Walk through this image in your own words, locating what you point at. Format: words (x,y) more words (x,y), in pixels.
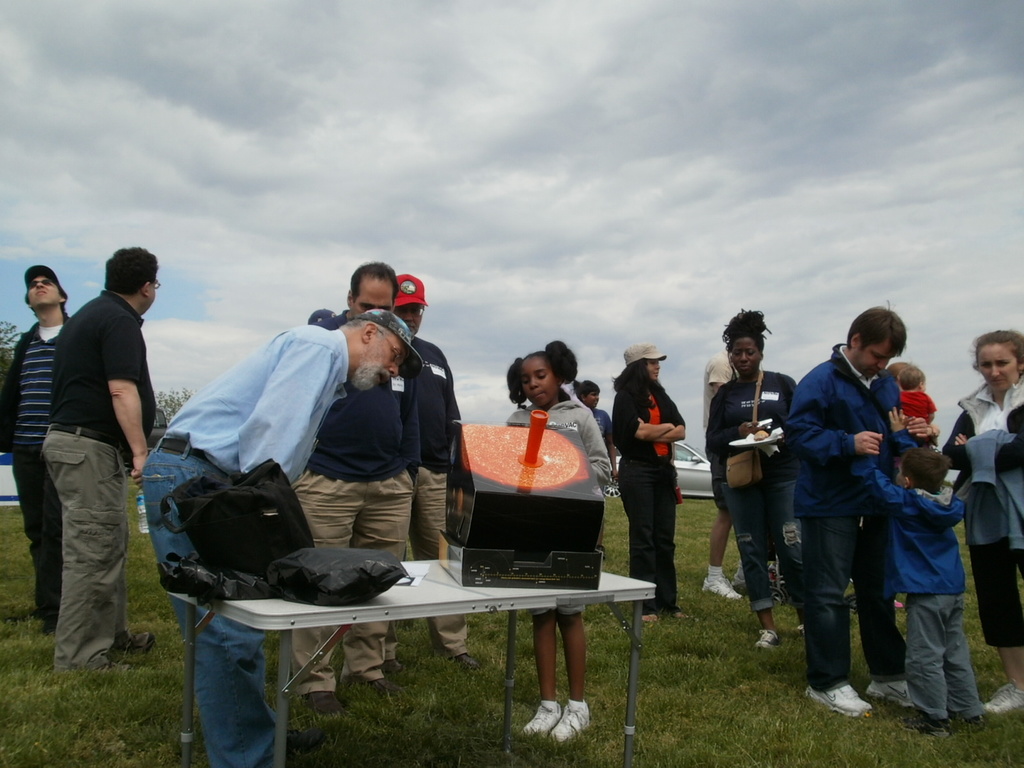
In this image I can see number of people (1010,565) and also some of them are wearing caps (398,304) and jackets (677,425). I can also see a table (408,617) and on this table (475,591) I can see a box (452,543) and few bags (234,582). In the background (541,242) I can see sky (443,131), a vehicle (673,453) and a tree (174,411).
